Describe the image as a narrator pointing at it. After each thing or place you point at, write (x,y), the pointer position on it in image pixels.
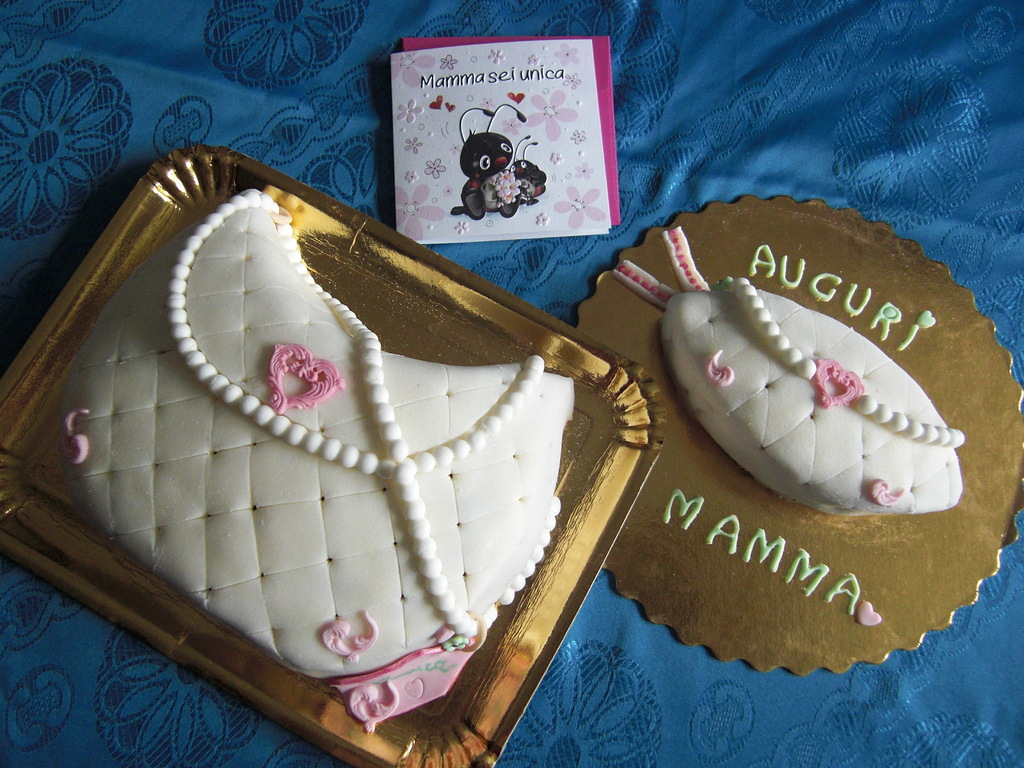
In this picture we can see white color two cakes (492,483) are placed on the table (673,700) covered with blue cloth (549,733). Beside, there is a greeting card (452,128).
